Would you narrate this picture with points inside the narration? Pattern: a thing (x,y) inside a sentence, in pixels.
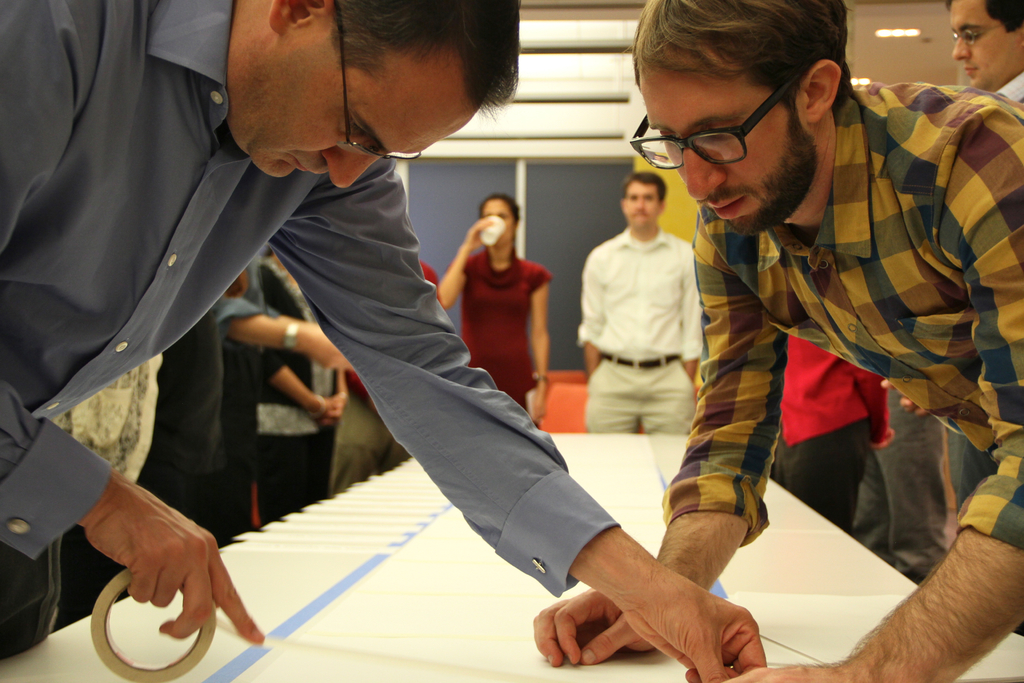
In this picture there are two men (340,199) who are standing near to the table (637,524) and they are holding the tape (246,643). In the back (653,300) I can see many people (478,350) who are standing near to the table (839,538) and chairs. In the background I can see the window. In the top right (900,28) I can see the lights (912,31) on the roof (924,39).
